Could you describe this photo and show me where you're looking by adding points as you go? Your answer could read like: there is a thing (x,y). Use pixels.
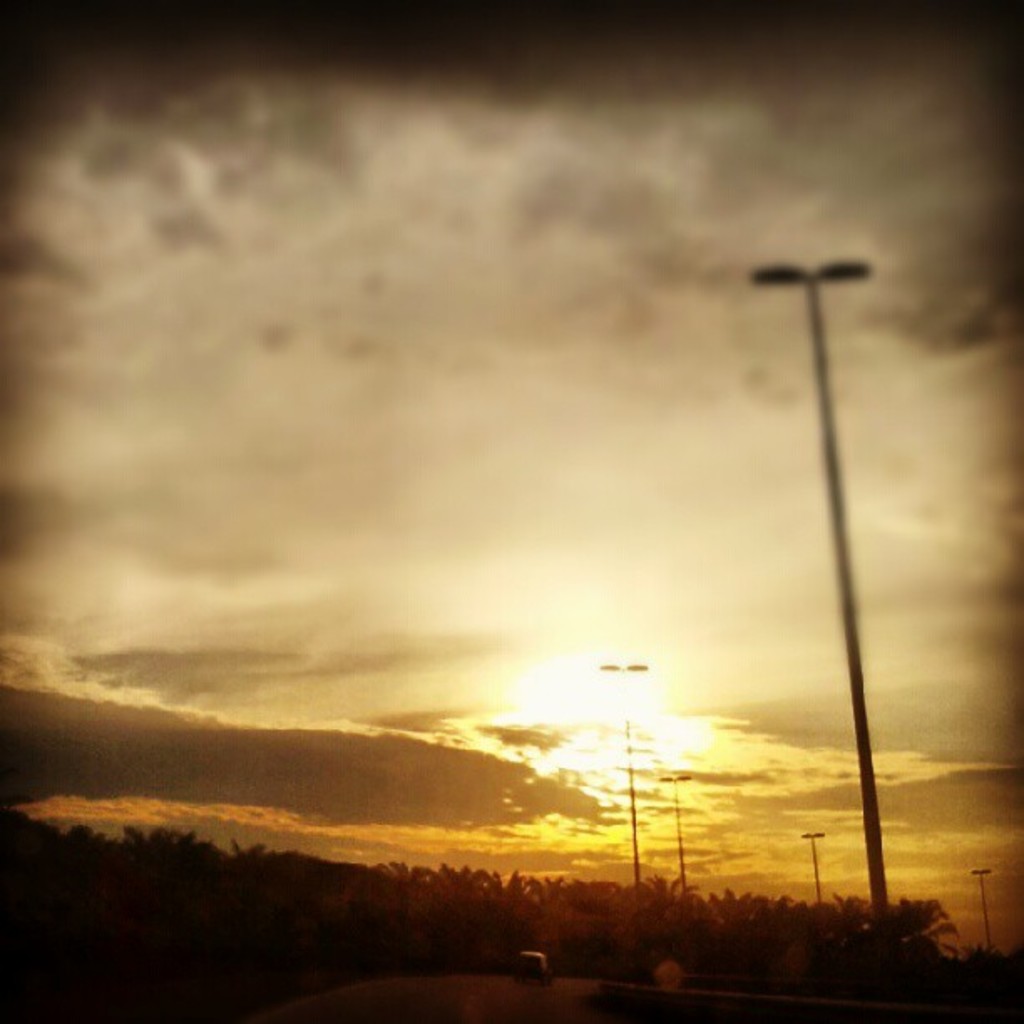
In this image there is the sky (337,328). To the right (860,730) there are street light poles (859,684). At the bottom (354,941) there are trees (512,888).
